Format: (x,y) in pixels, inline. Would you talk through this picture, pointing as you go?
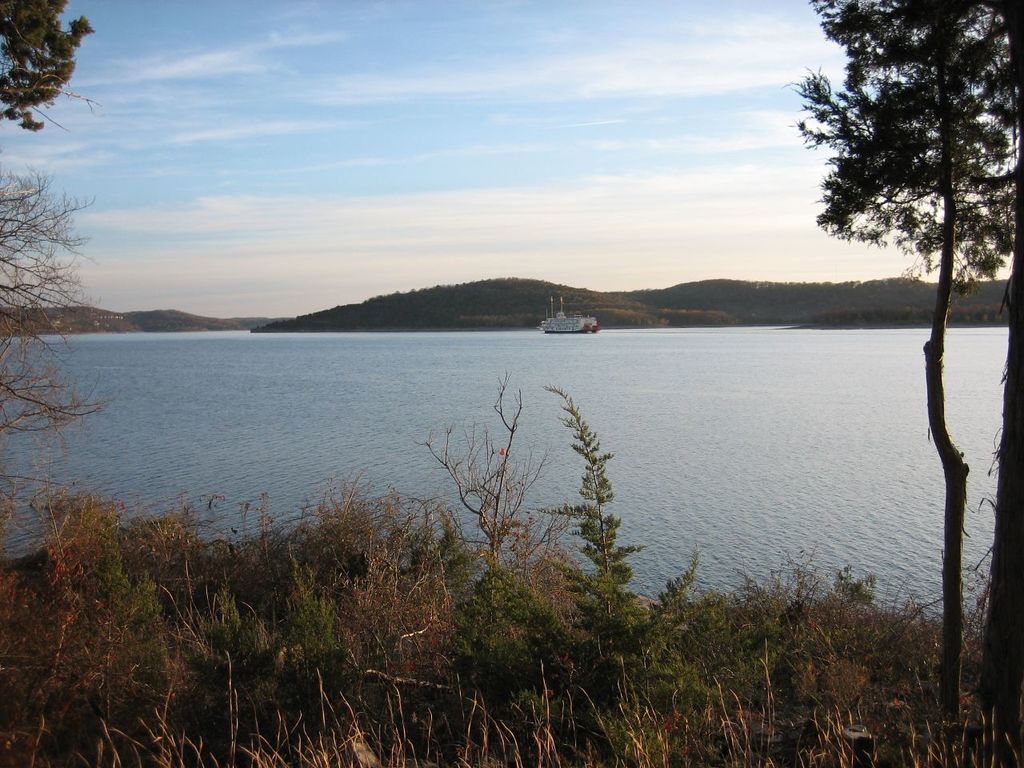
In this image we can see the mountains (534,304), one river (225,396), one boat (572,332) on the river (541,357), some trees (16,314), bushes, plants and grass (255,603) on the ground (18,550). At the top (234,179) there is the sky (433,222).
